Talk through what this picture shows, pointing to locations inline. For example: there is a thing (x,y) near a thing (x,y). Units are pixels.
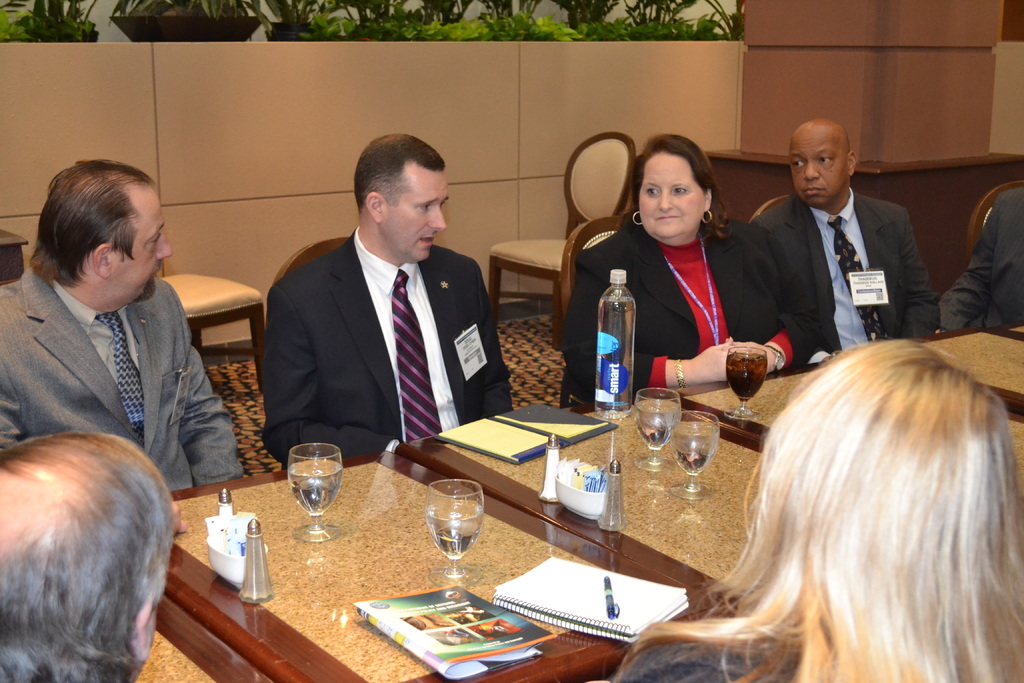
A group of men and women (678,280) sitting around the table (363,556). There are glasses (325,490), books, pens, salt (552,490), pepper (608,521), water bottle (609,346) on the table (538,496) and the behind there is chair (571,240) and wall (438,106), above the wall (498,65) there are several plants (323,30).
